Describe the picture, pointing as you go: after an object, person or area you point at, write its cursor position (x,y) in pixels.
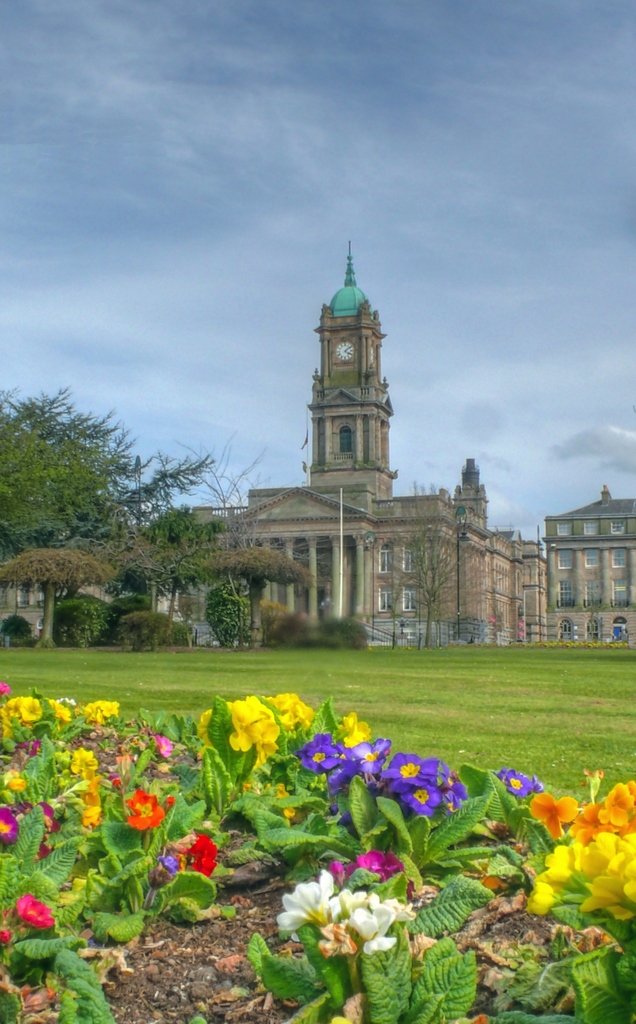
In this picture we can see flowers (10,792) of different colors, grass (391,715), trees (162,549), buildings (626,523) with windows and in the background (478,426) we can see sky (485,410) with clouds (476,435).
